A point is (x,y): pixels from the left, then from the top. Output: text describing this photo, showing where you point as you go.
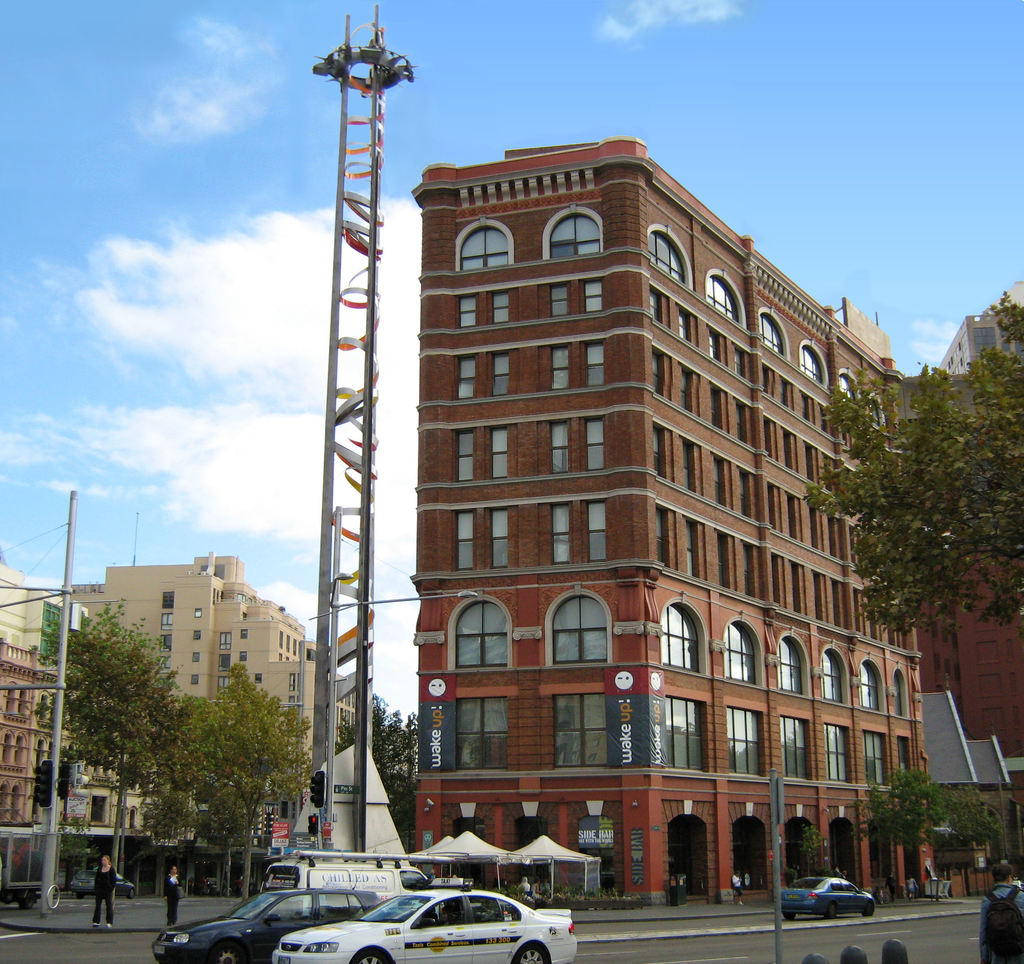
In this image we can see the buildings (481,614). In front of the buildings (569,777) we can see the trees (124,753), plants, vehicles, poles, tents (491,857) and persons (107,864). In the foreground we can see a tower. At the top (258,197) we can see the sky (310,197).
